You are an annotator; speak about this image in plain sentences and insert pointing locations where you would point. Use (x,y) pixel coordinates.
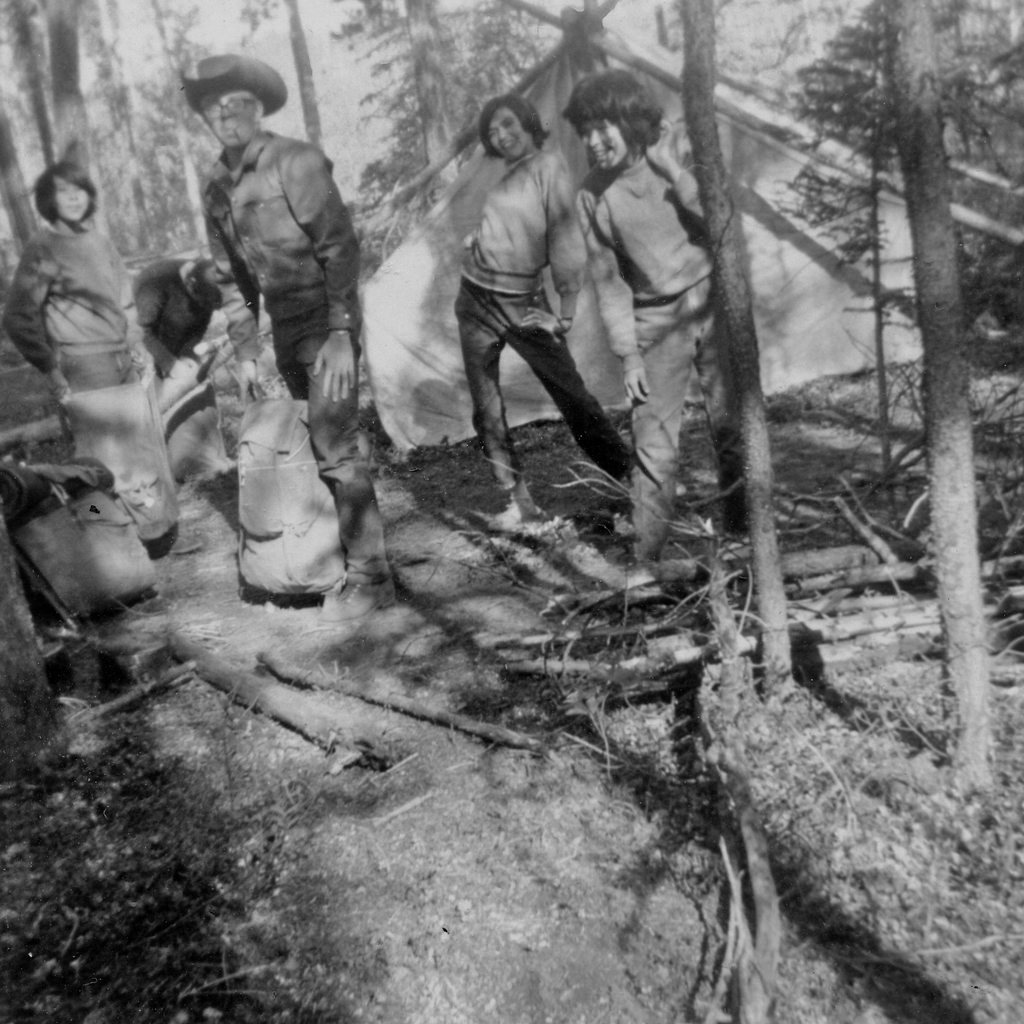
In this image I can see few people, trees (885,25), sticks (911,636), tent (818,359) and few objects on the ground (544,755). The image is in black and white.
